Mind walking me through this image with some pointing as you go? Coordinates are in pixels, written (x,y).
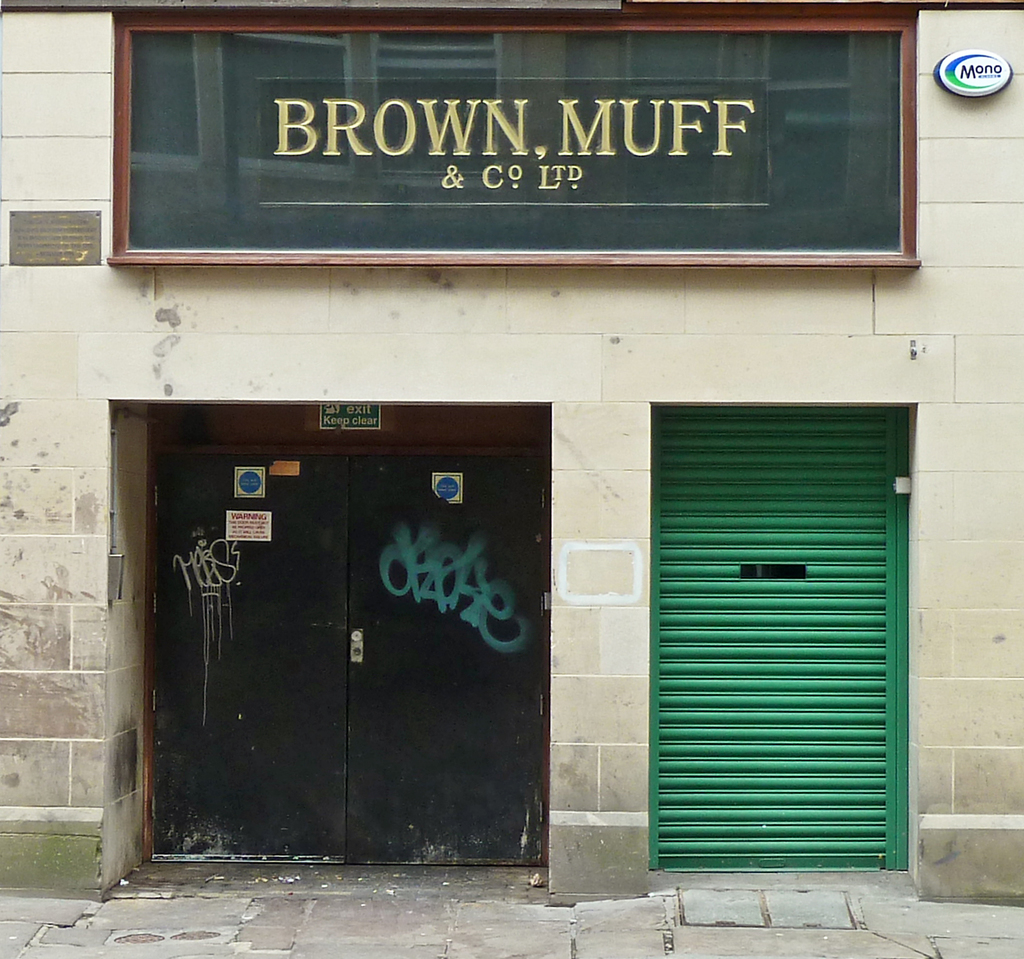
In this picture we can see doors (328,544) and a shutter (740,596), at the top of the image (534,143) we can see a hoarding (592,189) and we can find some text (520,130) on it.
